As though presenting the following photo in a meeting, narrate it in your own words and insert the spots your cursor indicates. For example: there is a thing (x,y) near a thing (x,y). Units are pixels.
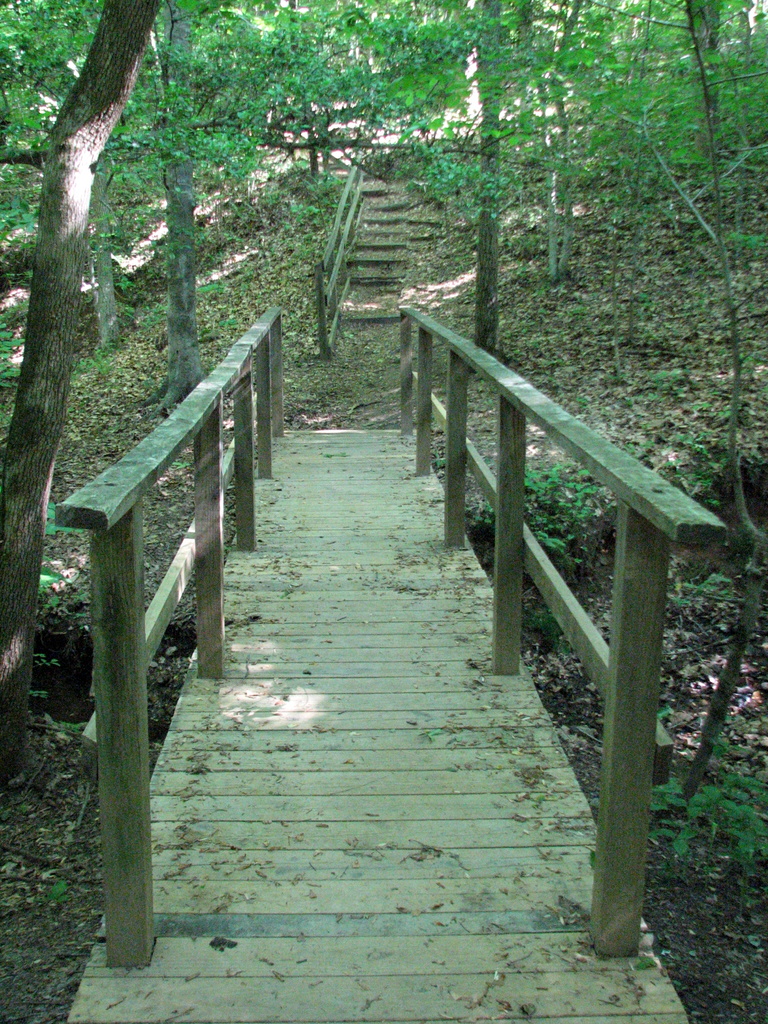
In the middle of the image (347,582) there is a wooden bridge (324,663) with railings (603,846). In the background (195,28) there are trees (491,344). And on the ground (139,408) there are dry leaves (300,404). Also there are wooden steps (383,231) with railing (343,207).
